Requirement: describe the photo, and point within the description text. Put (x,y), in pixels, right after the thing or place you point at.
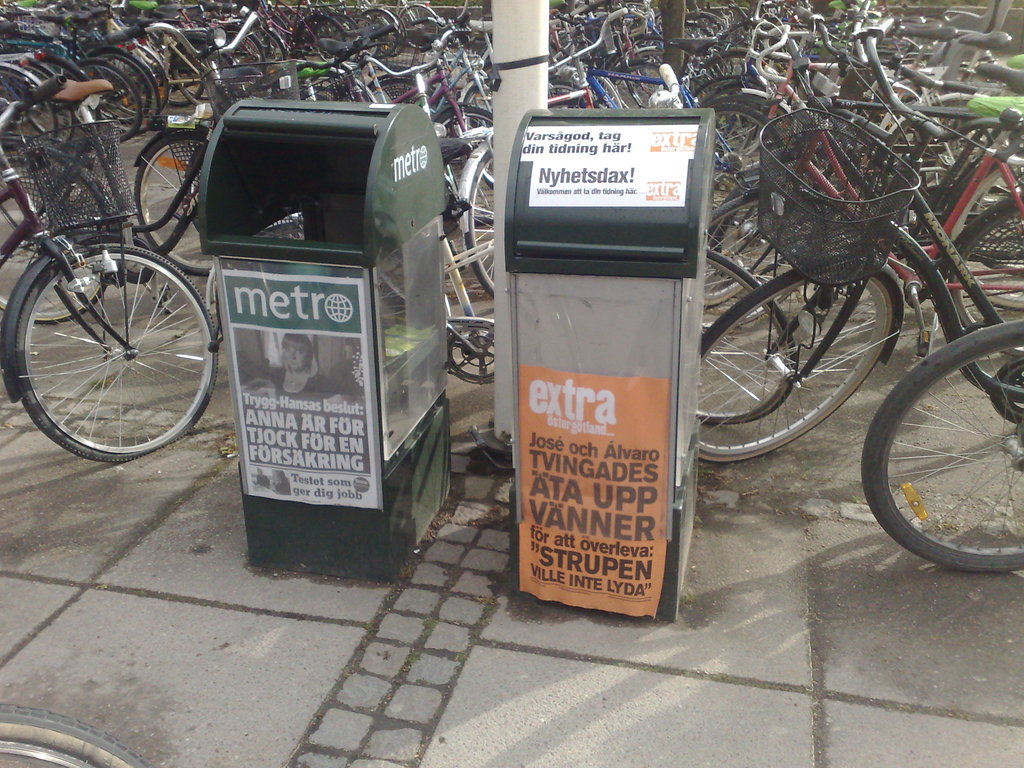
This image is taken outdoors. At the bottom of the image (364,693) there is a road (95,517). In the middle of the image (571,423) there are two newspaper boxes (313,367) with posters (366,364) and text (398,161) on them. In the background (654,95) there are many bicycles (387,45) parked on the road (981,409).
